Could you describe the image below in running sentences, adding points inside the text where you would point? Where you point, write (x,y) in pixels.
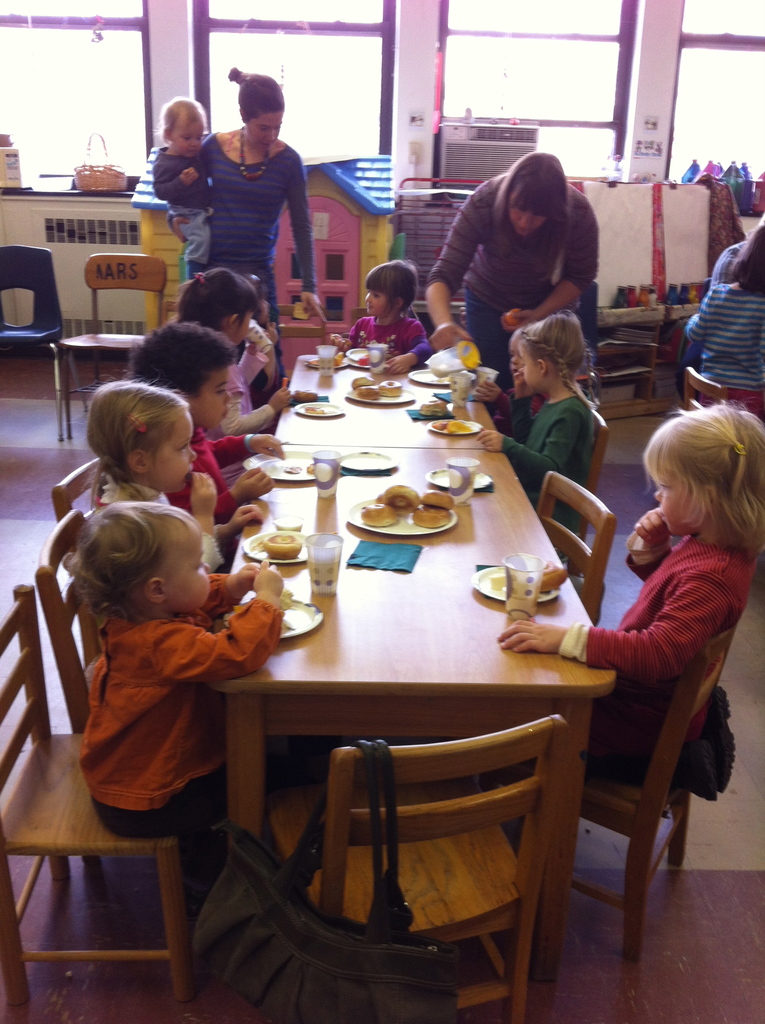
This group of kids (110,577) are sitting on a chair (305,332). In-front of them there is a table (524,508), on a table (292,575) there is a food (409,506), plate (416,527), cloth (372,566) and glasses (326,470). This woman (260,221) is carrying a baby (181,192). This is a kids playing house (363,253).
